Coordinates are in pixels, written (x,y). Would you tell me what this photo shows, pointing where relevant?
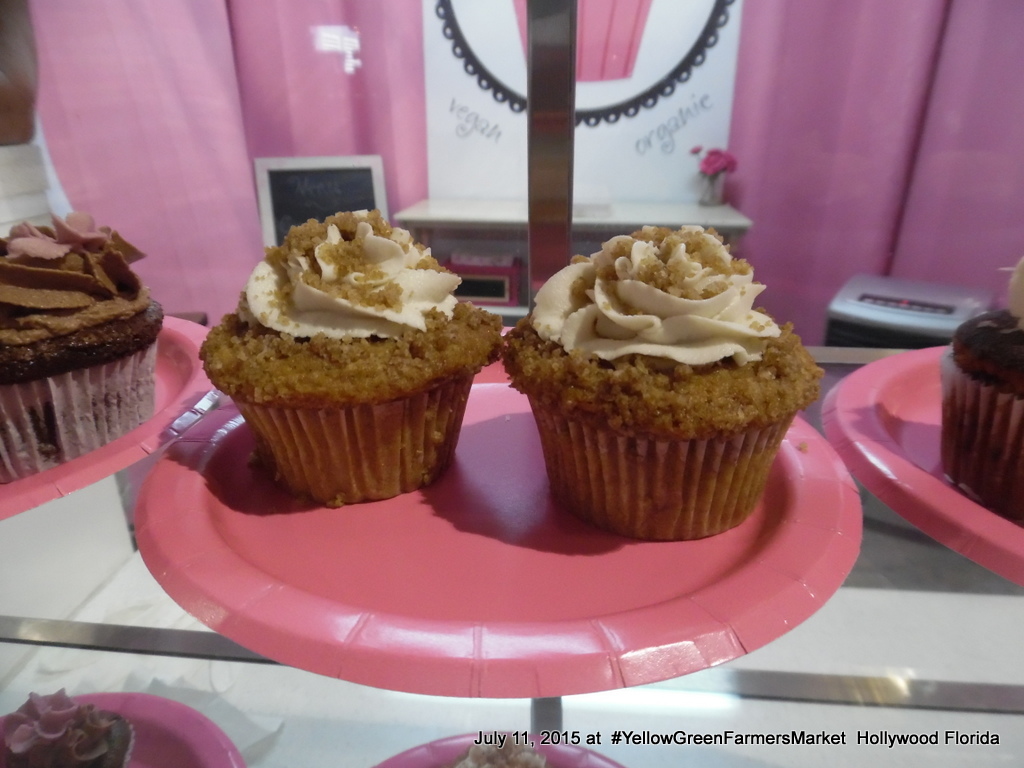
We can see cupcakes (34,437) in the plates (340,609) on a glass platform (367,764). Through the glass (359,749) we can see cakes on a platform (447,727). In the background (731,231) there is a hoarding (640,189) and flower vase (719,196) on a table (691,209), curtain (321,150), photo frame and other objects (915,300).
